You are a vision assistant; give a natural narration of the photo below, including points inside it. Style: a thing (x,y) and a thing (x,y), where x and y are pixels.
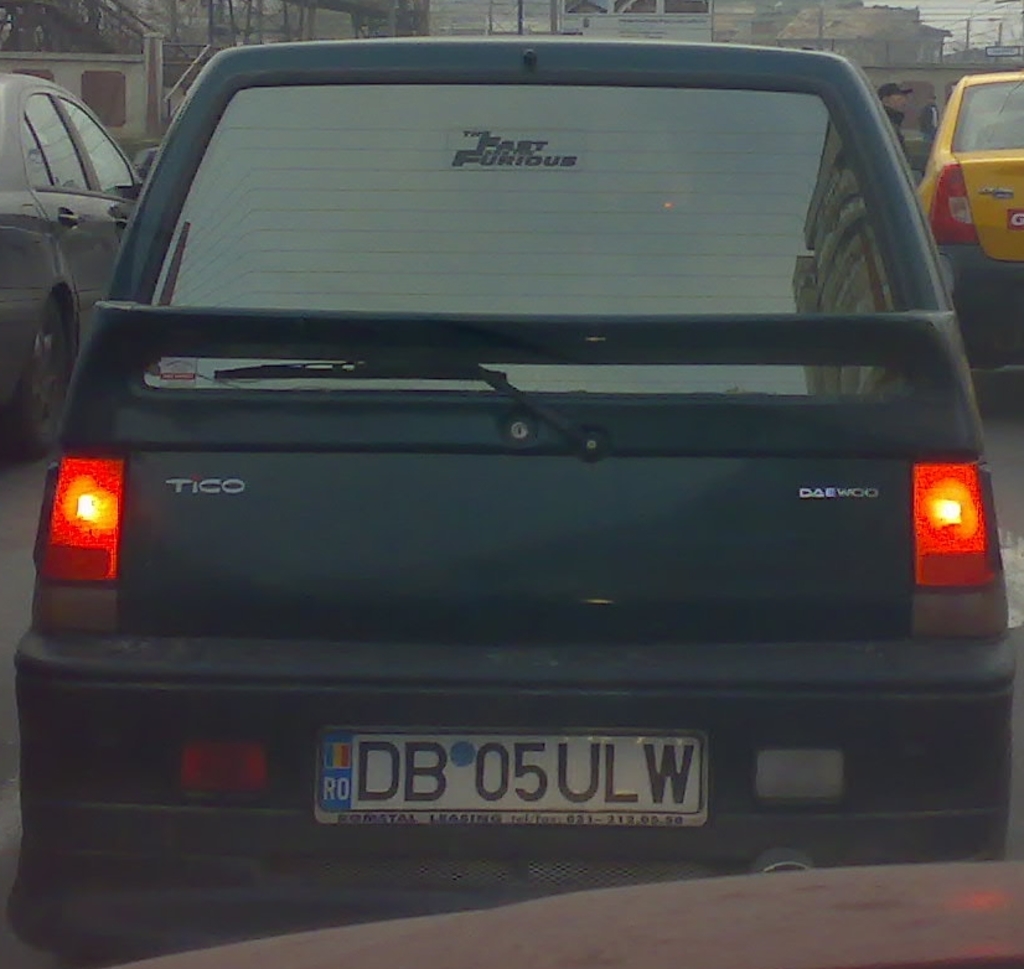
In this image we can see there are few cars (566,357) on the road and there is a person (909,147). In the background (850,37) there are buildings (850,37).
